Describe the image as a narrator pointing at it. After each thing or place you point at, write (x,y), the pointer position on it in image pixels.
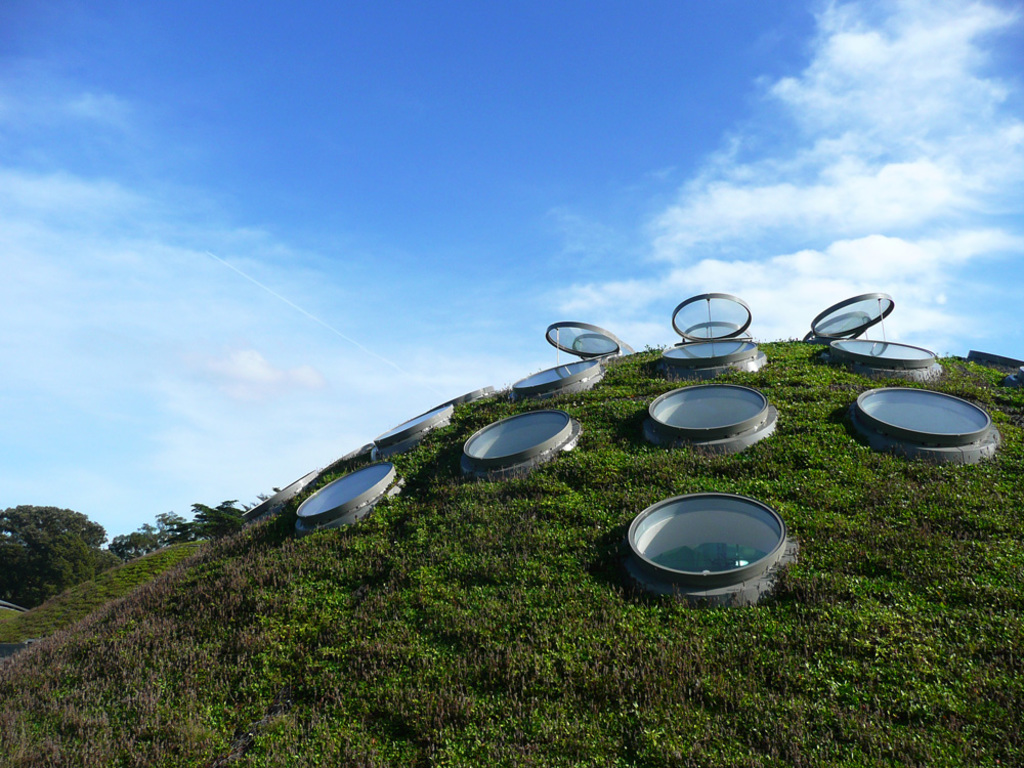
This image consists of some caps (581,356). This looks like there's a hill (588,434). There is grass (654,355) in this image. There is sky (276,205) at the top (189,230). There are trees (61,513) on the left side (199,517).
